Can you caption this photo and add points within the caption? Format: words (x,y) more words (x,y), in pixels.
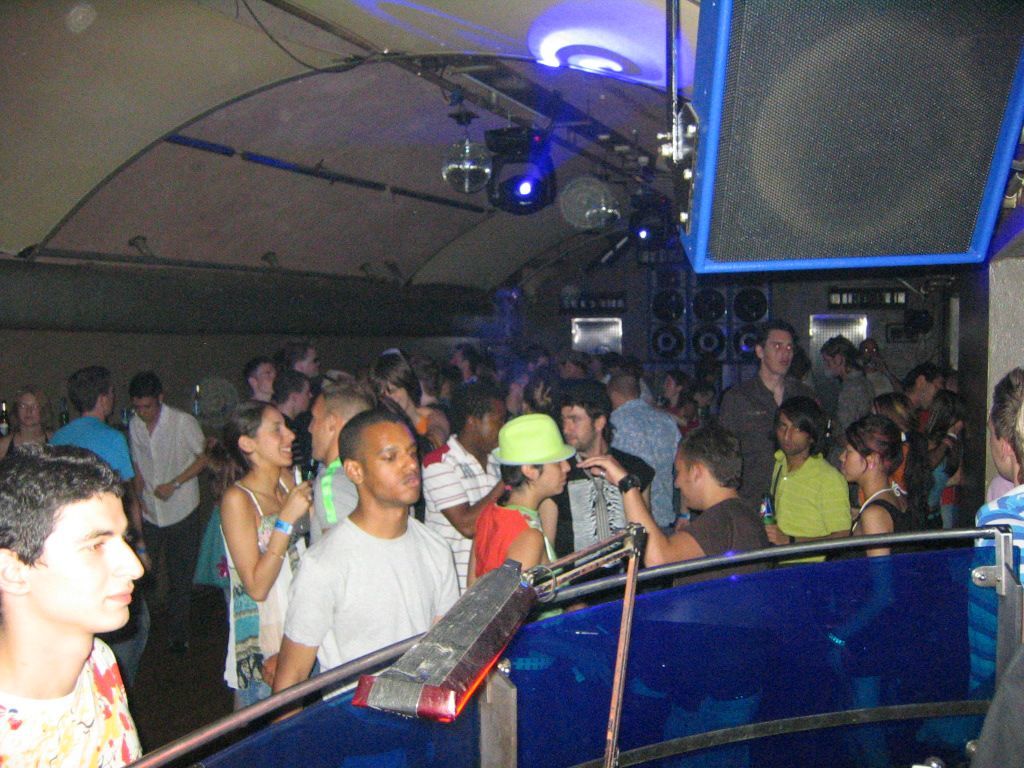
In this image there are people (194,504) standing, in the background (644,301) there are walls (631,301), speakers (660,315), at the top (519,105) there is a roof (418,210) and lights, at the bottom (514,641) there is a railing (898,612).
